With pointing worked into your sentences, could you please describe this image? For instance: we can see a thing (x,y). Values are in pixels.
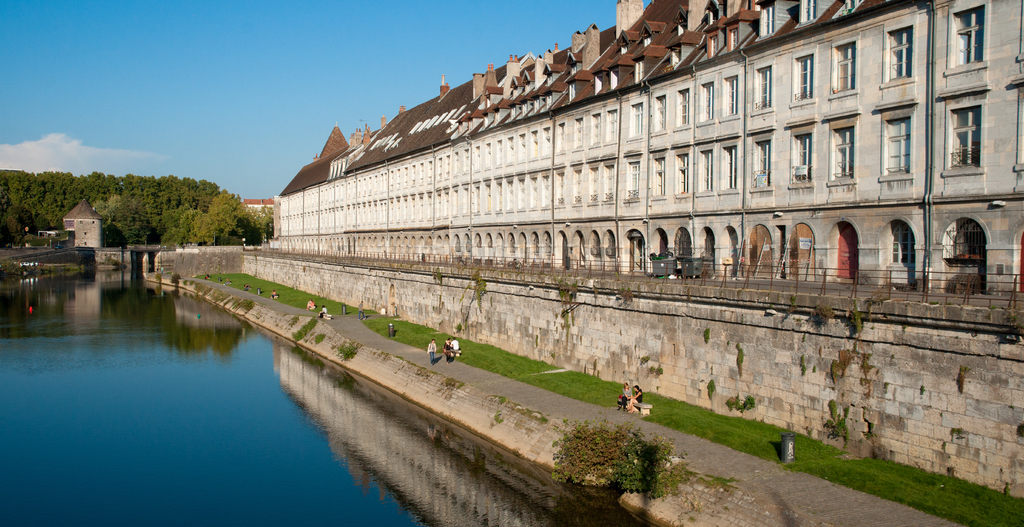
In this image there is the sky (254,78) truncated towards the top of the image (201,64), there is a building (626,118) truncated towards the right of the image (989,192), there is a wall (885,305) truncated towards the right of the image (974,372), there are persons (448,346) sitting on the benches (643,404), there is the grass (540,370), there are waste containers (794,451) on the grass (770,452), there are trees (17,184) truncated towards the left of the image (8,194), there is the water (109,389) truncated towards the bottom of the image (114,425).
